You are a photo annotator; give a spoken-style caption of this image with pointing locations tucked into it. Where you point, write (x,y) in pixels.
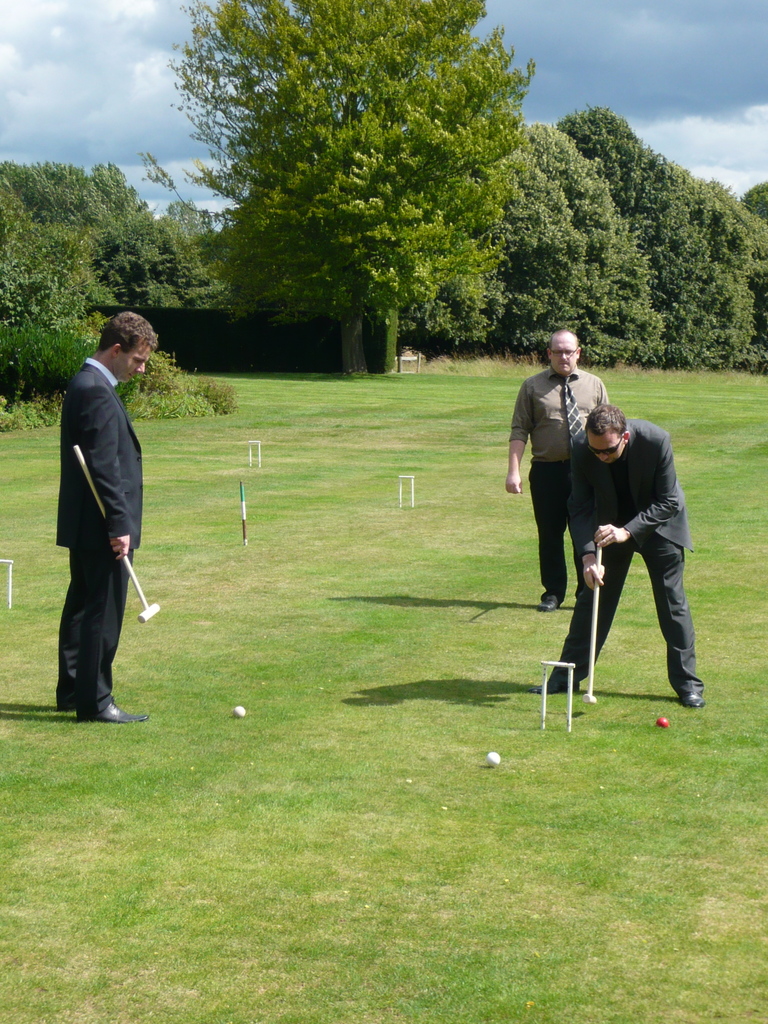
In this image there are three persons (563,464) who are standing and two of them (101,626) are holding some sticks (597,623), at the bottom (463,901) there is grass (341,748) and on the grass (268,746) there are some balls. In the background (178,260) there are some trees (416,241), at the top of the image (675,87) there is sky (737,75).
